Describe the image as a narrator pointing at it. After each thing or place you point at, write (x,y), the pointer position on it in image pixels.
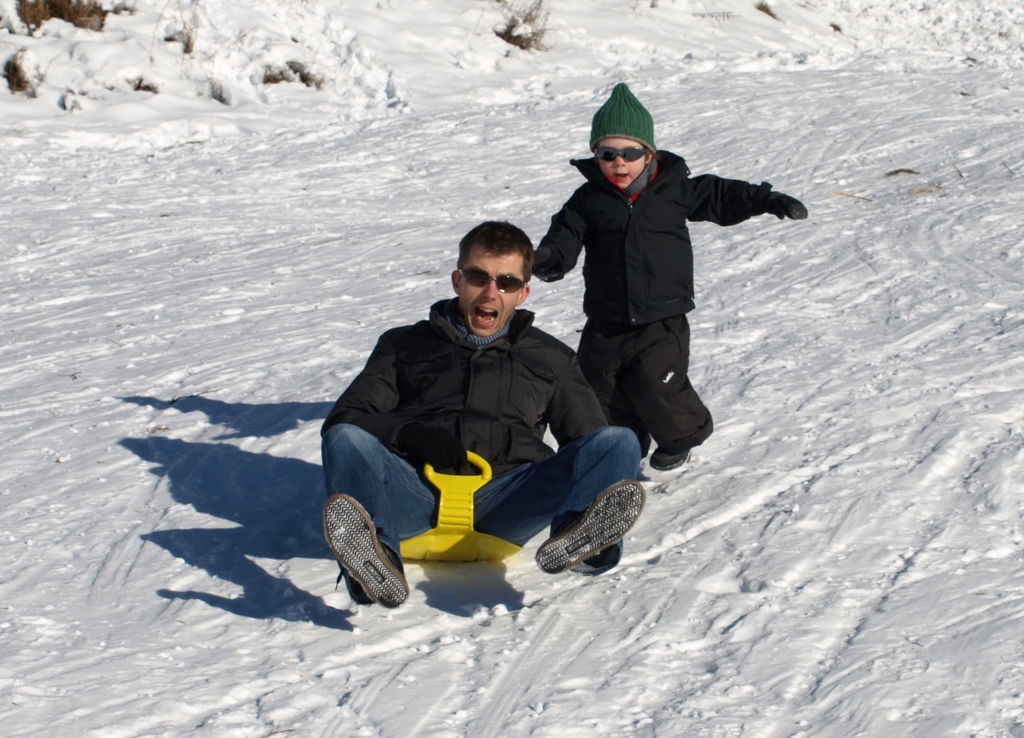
This picture is clicked outside the city. On the right (683,204) there is a kid (597,221) wearing black color jacket (645,228) and running on the ground (681,547). In the center (583,384) there is a person (468,353) wearing black color jacket (472,392) sitting on a yellow color object (453,530). The ground (361,131) is covered with a lot of snow (442,642).
